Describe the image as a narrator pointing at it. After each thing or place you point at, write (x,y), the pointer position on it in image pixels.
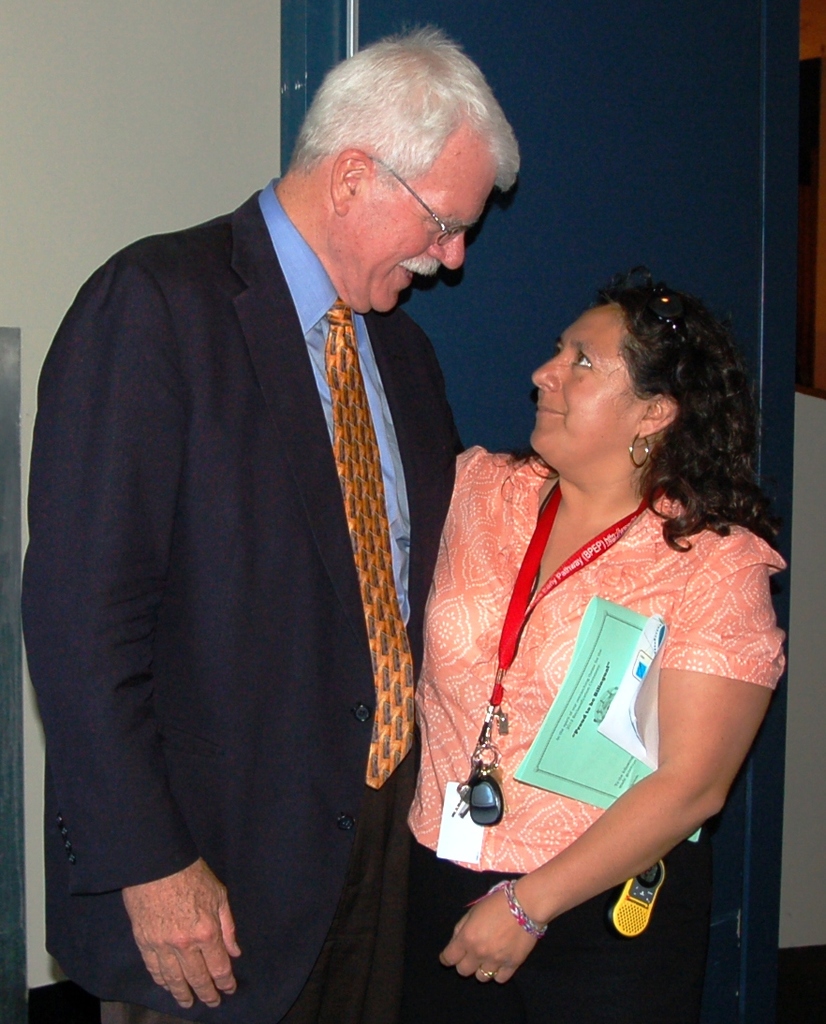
In this image we can see two persons (651,837). One person (346,398) is wearing spectacles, coat (341,601) and tie (368,570). One woman (611,560) is holding papers (611,737). In the background (170,88), we can see the wall (170,88).
